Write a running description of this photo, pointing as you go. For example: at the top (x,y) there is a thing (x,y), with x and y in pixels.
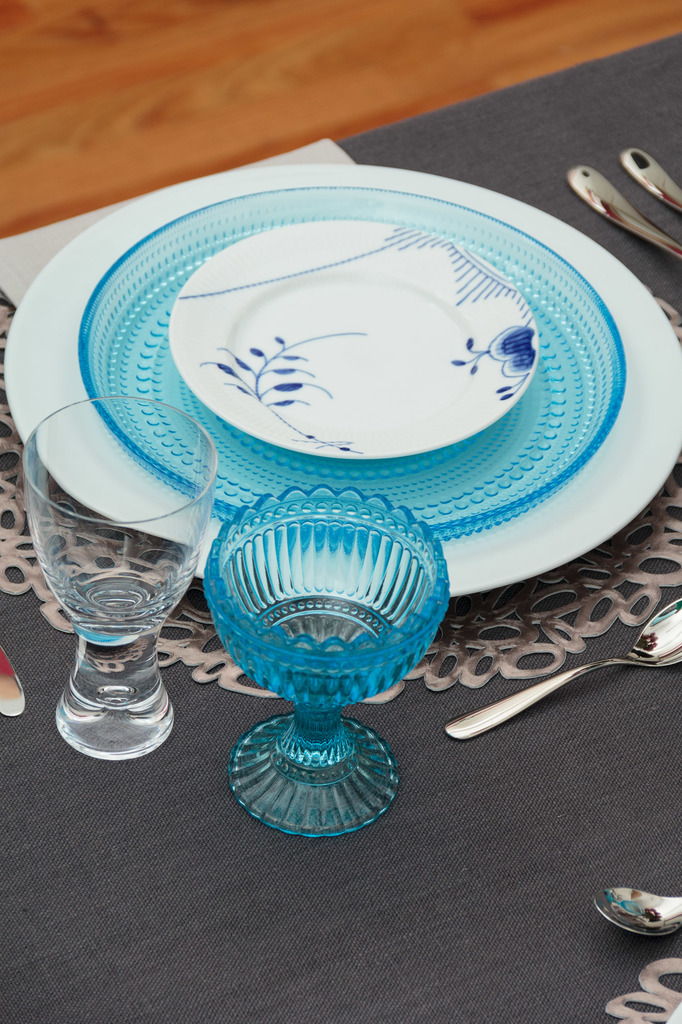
In this image there are three plates (422,359) and two glasses (290,596) are there, and beside the plates (517,383) there are some spoons (595,198) and on the background (84,116) there is a wooden board (133,84).
